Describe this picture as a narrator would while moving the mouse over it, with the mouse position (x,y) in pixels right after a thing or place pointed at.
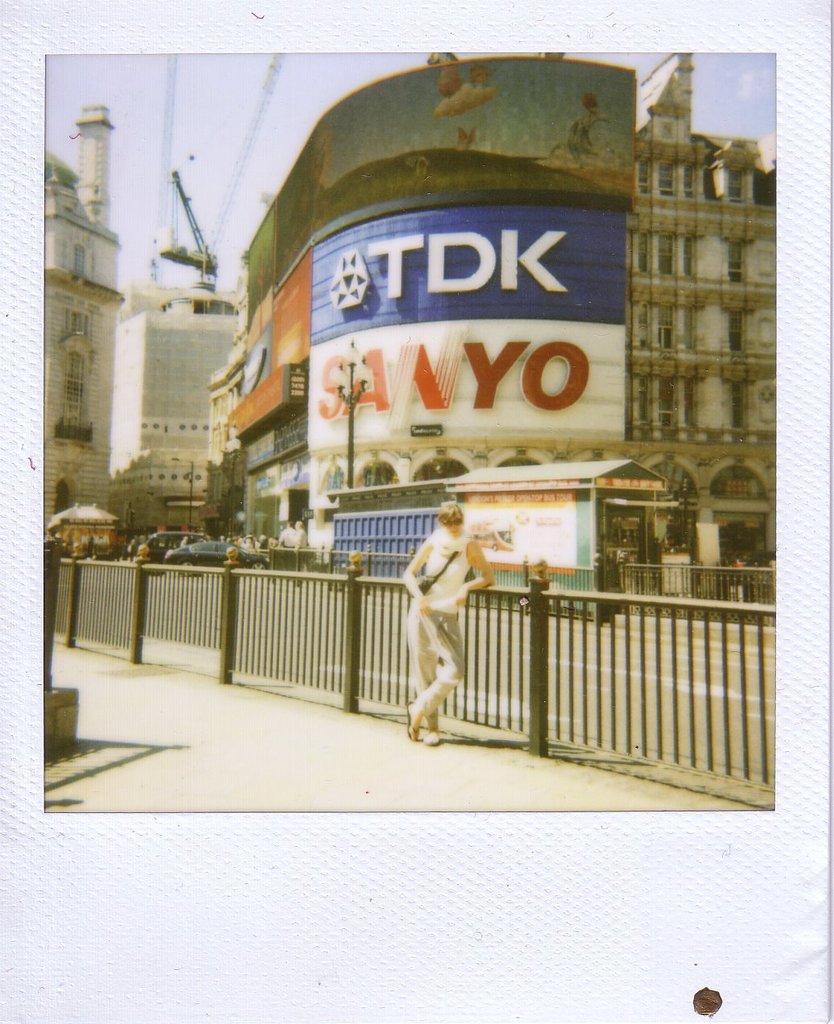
A person (429,638) is standing here, there are names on this building (474,390). At the top (205,85) it is the sky (215,182).
